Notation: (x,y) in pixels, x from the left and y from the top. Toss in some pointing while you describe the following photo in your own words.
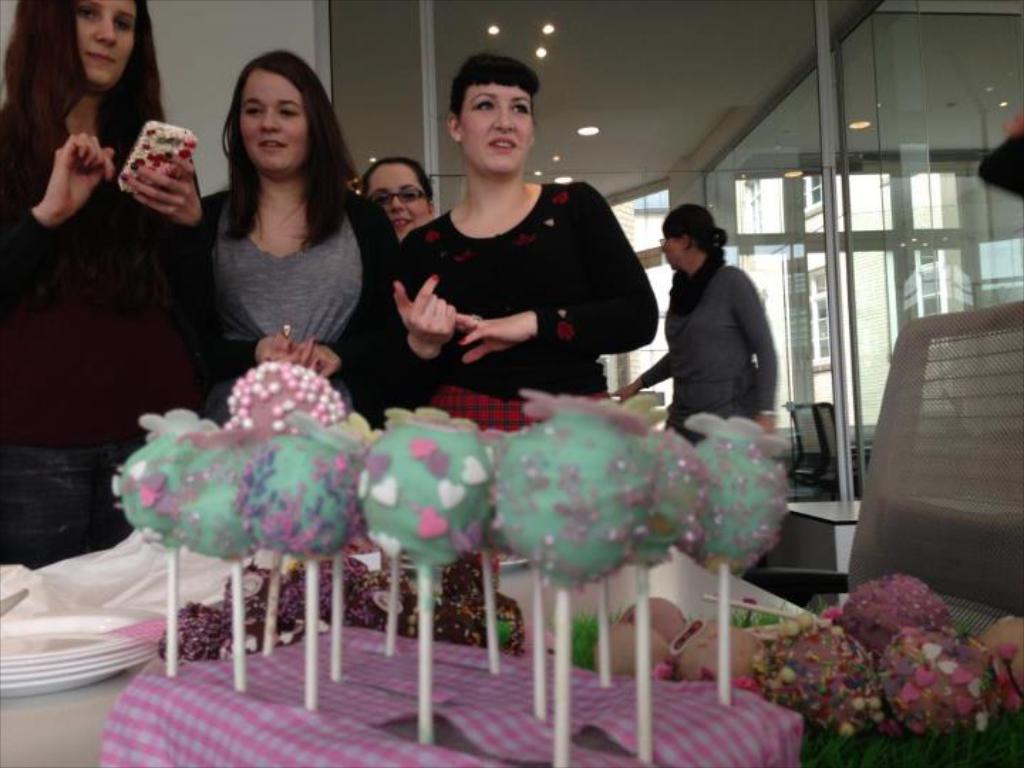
in the image we can see five persons (555,312) were standing and the left person (153,210) she is holding phone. In front (436,691) we can see table (103,687) on table (83,686), we can see lollipops (651,541), cloth (344,697), plate (68,684) and few objects (584,648). And back there is a light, glass (873,282), chairs (901,553), table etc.
